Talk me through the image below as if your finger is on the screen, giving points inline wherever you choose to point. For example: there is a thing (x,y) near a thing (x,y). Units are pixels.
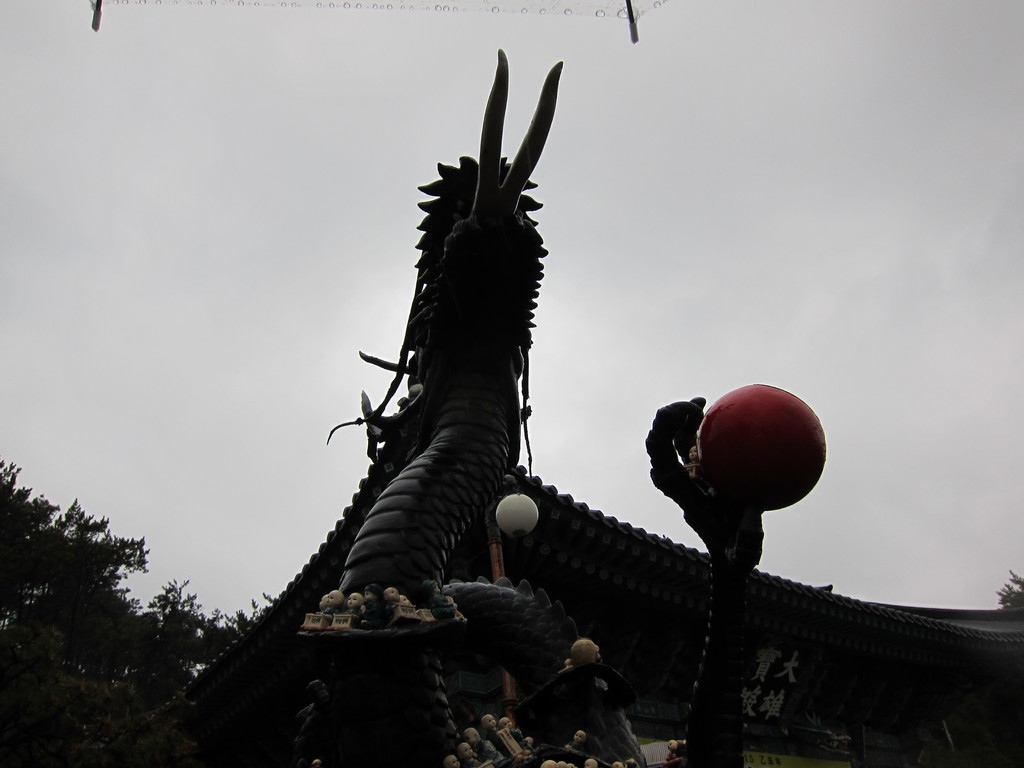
There is a statue of a dragon (504,296) present as we can see at the bottom of this image (402,586). We can see a tree (82,633) in the bottom left corner of this image (101,627) and the sky (202,267) is in the background (266,262).
